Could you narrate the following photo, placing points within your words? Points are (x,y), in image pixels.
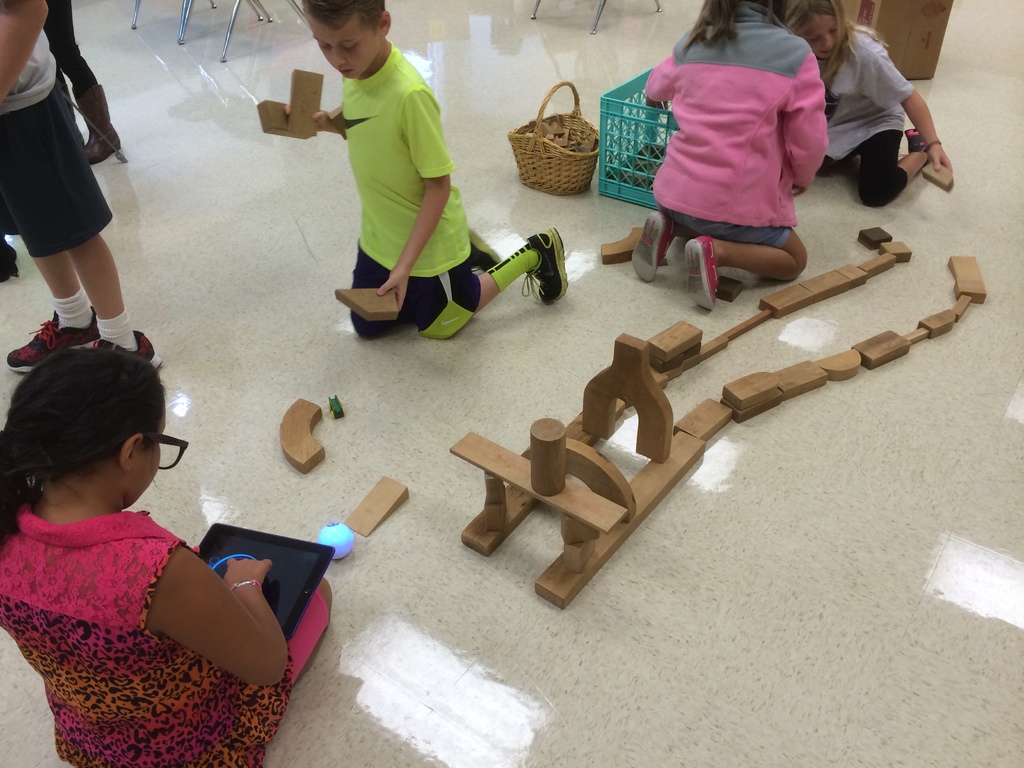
In this image few kids (117,660) are on the floor (846,405) having few wooden objects (864,355), baskets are on it. A boy (365,175) is holding a wooden planks (367,297). Left bottom there is a girl (181,608) sitting and she is having a tablet (208,555) on her lap (317,617). Left side (92,213) few kids (81,179) are standing on the floor (191,242). Top of the image (602,5) few chairs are on the floor (435,56).
